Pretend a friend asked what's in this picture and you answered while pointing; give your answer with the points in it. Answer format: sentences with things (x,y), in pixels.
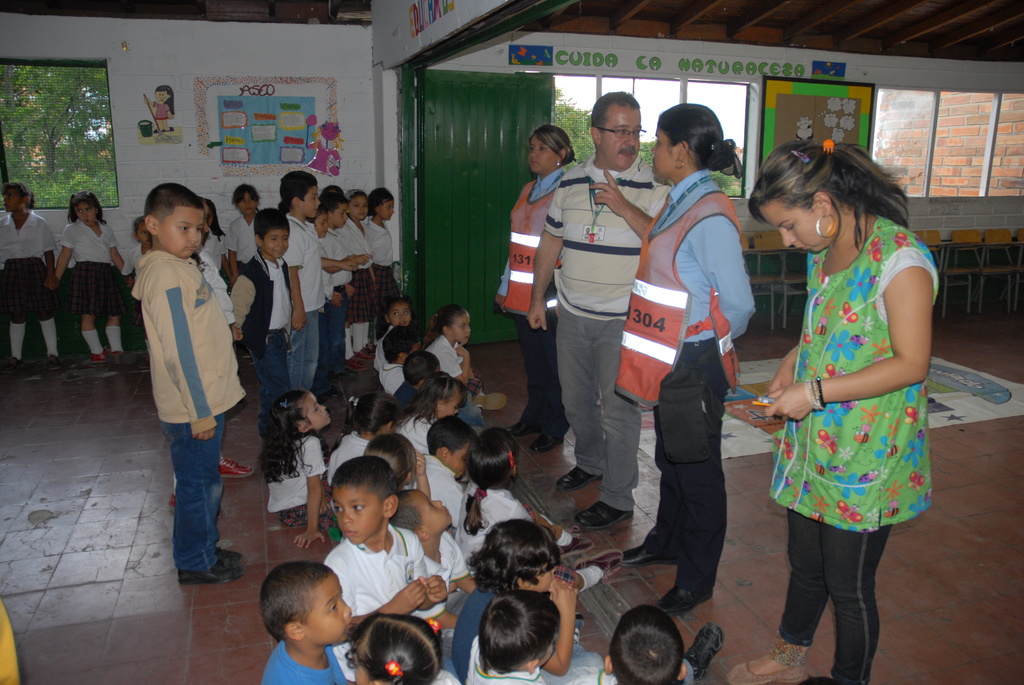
In this image I can see a group of people (395,311) are sitting and few are standing on the floor (733,564). In the background (206,108) I can see a wall (189,111), paintings (209,124), windows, trees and a door (482,214). This image is taken may be in a hall (675,377).
